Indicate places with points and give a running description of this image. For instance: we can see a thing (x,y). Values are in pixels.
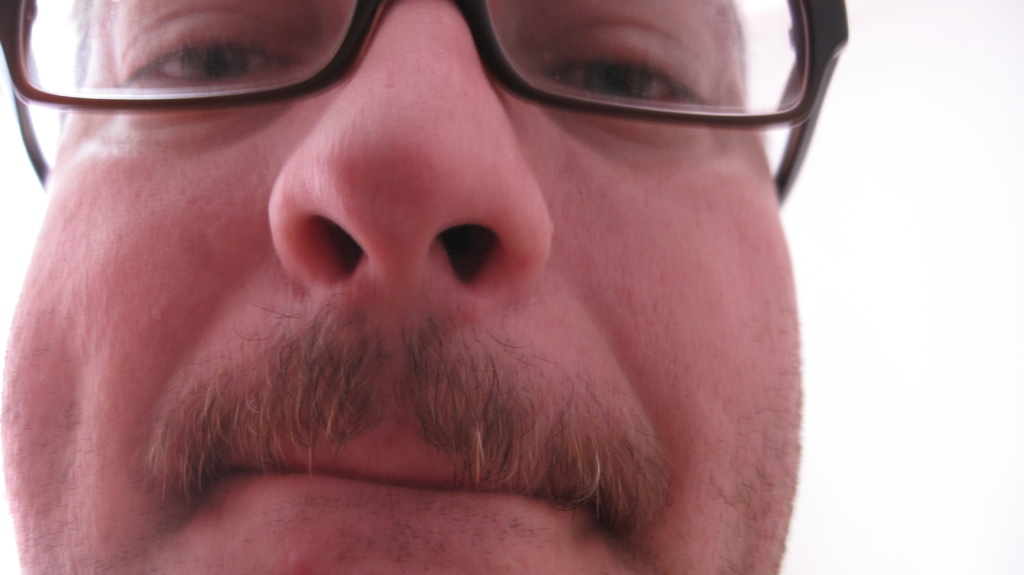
In this image we can see a person (353,101) wearing the spectacles (802,90) and the background (875,428) is white.
